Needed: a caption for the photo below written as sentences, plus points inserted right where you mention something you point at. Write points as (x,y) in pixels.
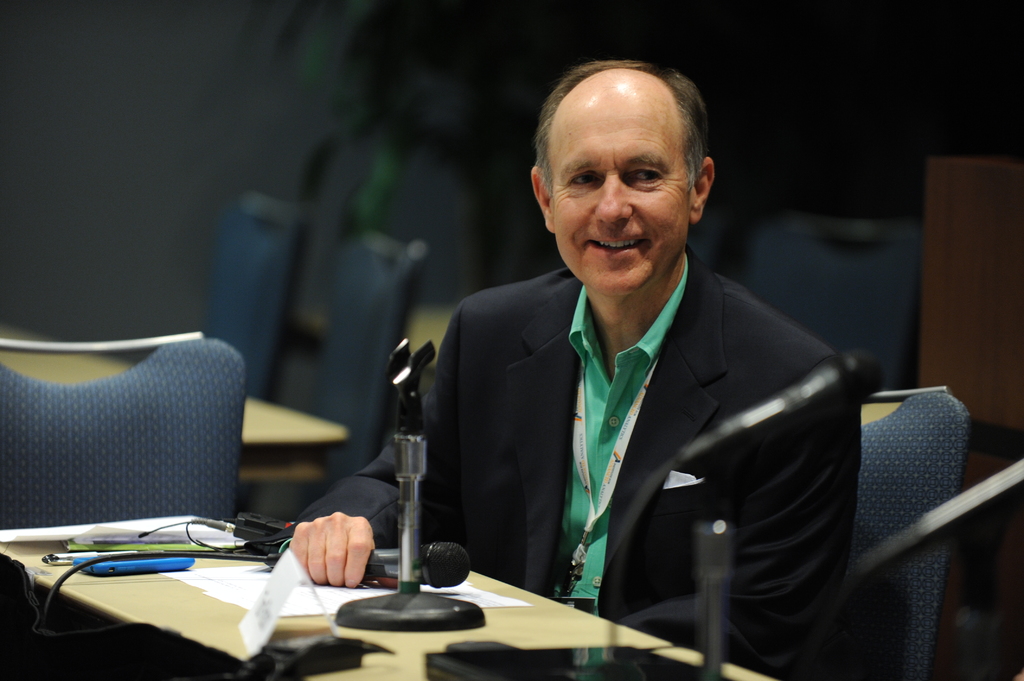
As we can see in the image there are chairs (156,386), tables (109,584) and a man (559,488) sitting on chair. On table (377,675) there is a mobile phone (98,573), pen (45,558) and papers (233,591).
